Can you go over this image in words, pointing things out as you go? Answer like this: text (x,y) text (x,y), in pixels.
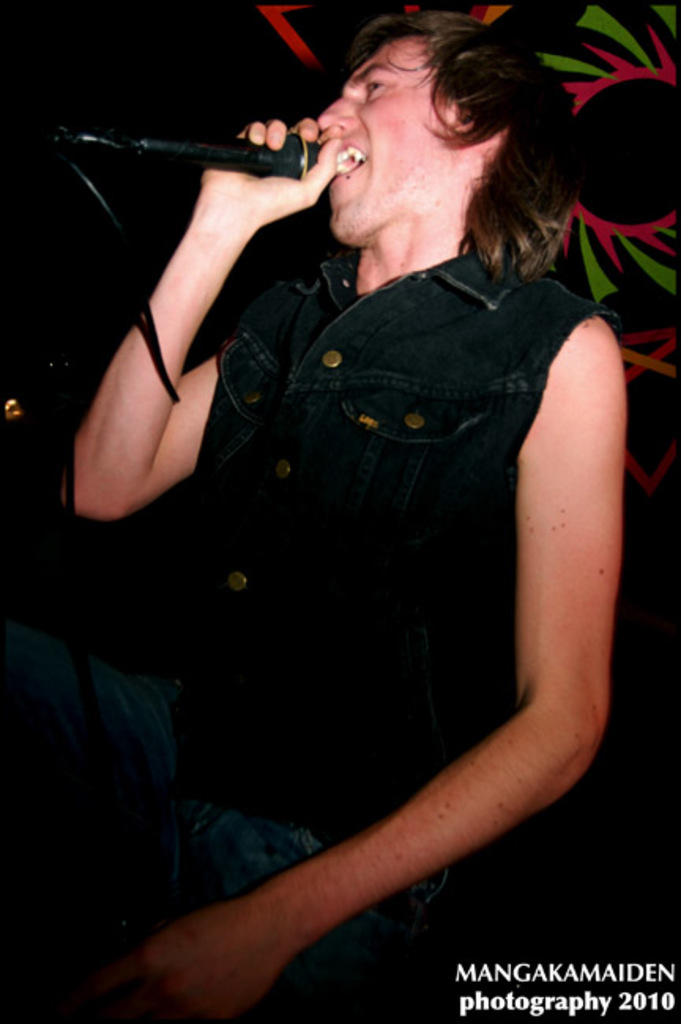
Here we can see a man (349,176) singing on mike (248,160) by holding the mike (258,164) in his hand (246,136). In the background (602,156) we can see a design (639,208).
